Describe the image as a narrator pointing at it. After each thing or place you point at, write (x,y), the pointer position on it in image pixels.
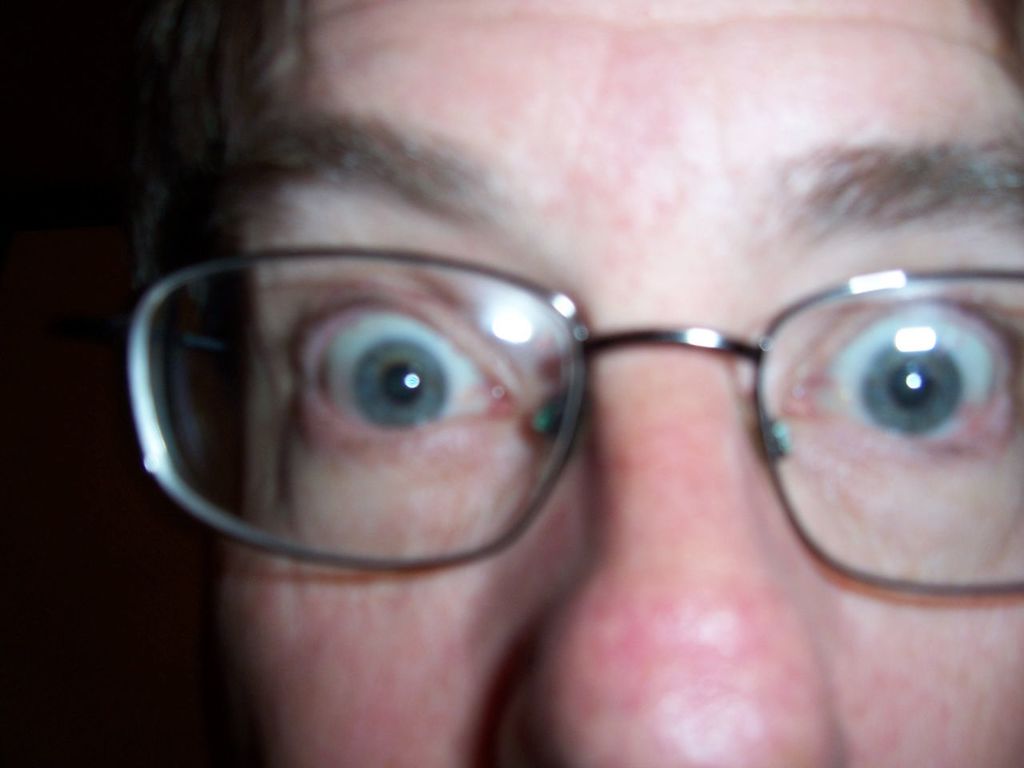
In the image we can see there is a face (688,602) of a person (587,575) wearing spectacles (204,414).
